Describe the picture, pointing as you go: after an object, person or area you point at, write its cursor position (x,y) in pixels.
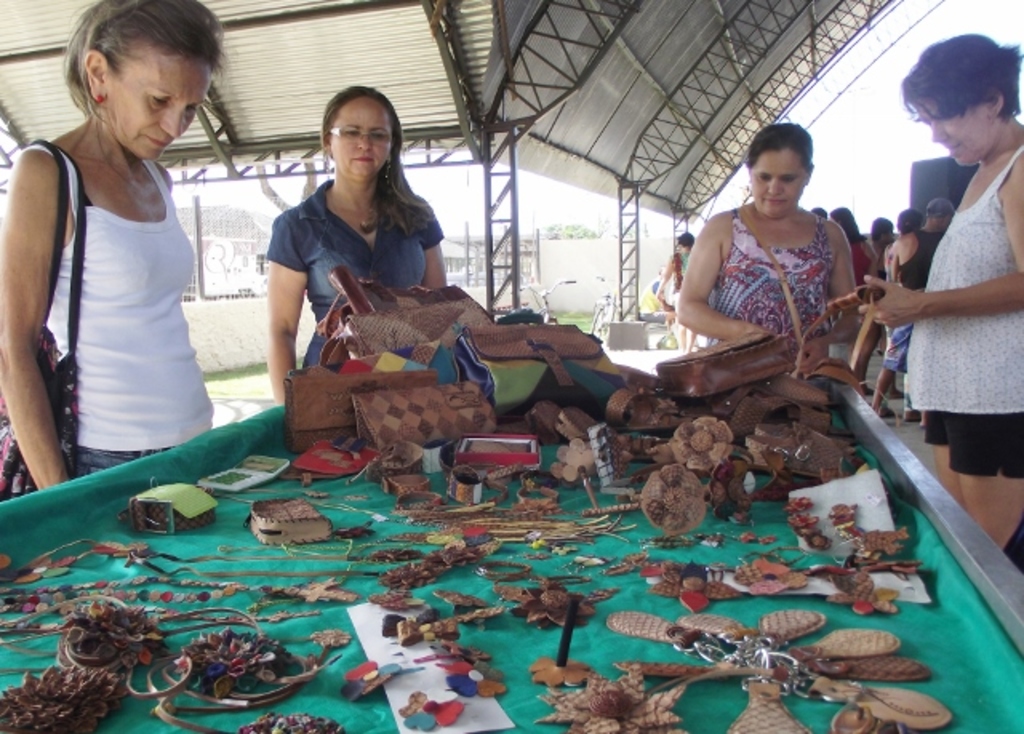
In this picture there is a group of women (166,253), standing and looking to the green color table (295,544) on which many leather craft key chain (777,690) and lockets (275,650) are placed. On the top (275,78) we can see the metal frame (458,68) with shed (499,83).
